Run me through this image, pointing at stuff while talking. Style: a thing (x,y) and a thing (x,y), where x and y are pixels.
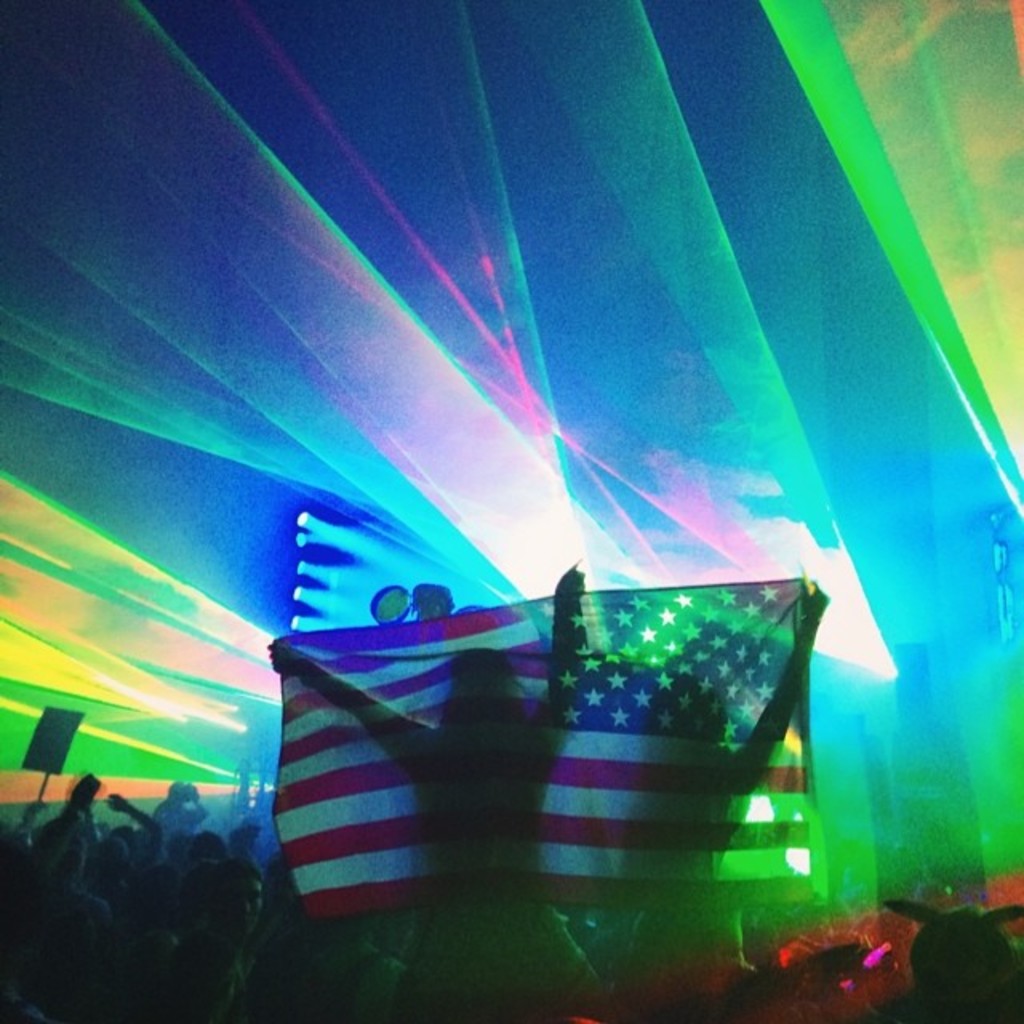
In this image, we can see a crowd (240,896) and there are some people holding a flag (412,737). In the background (85,737), there are lights (655,576) and we can see an object (81,712).
